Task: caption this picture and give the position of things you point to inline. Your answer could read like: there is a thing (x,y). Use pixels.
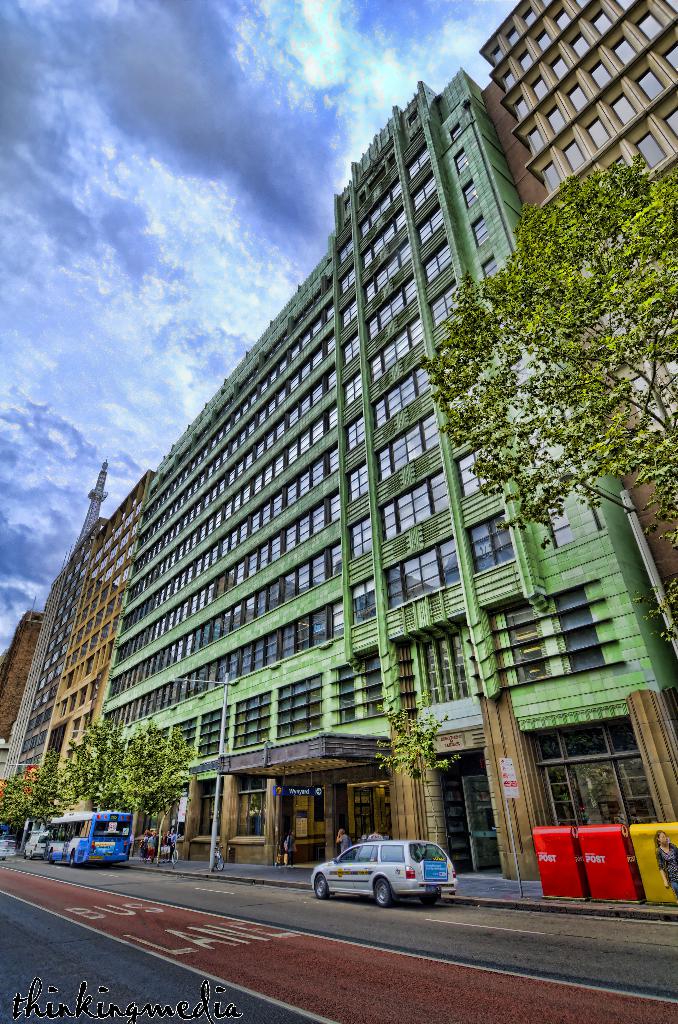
At the bottom (182,978) we can see vehicles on the road (318,976). In the background (349,699) there are buildings (349,699), glass doors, poles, trees (52,784), hoardings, tower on the left side (105,473) and clouds (143,31) in the sky (189,364).
